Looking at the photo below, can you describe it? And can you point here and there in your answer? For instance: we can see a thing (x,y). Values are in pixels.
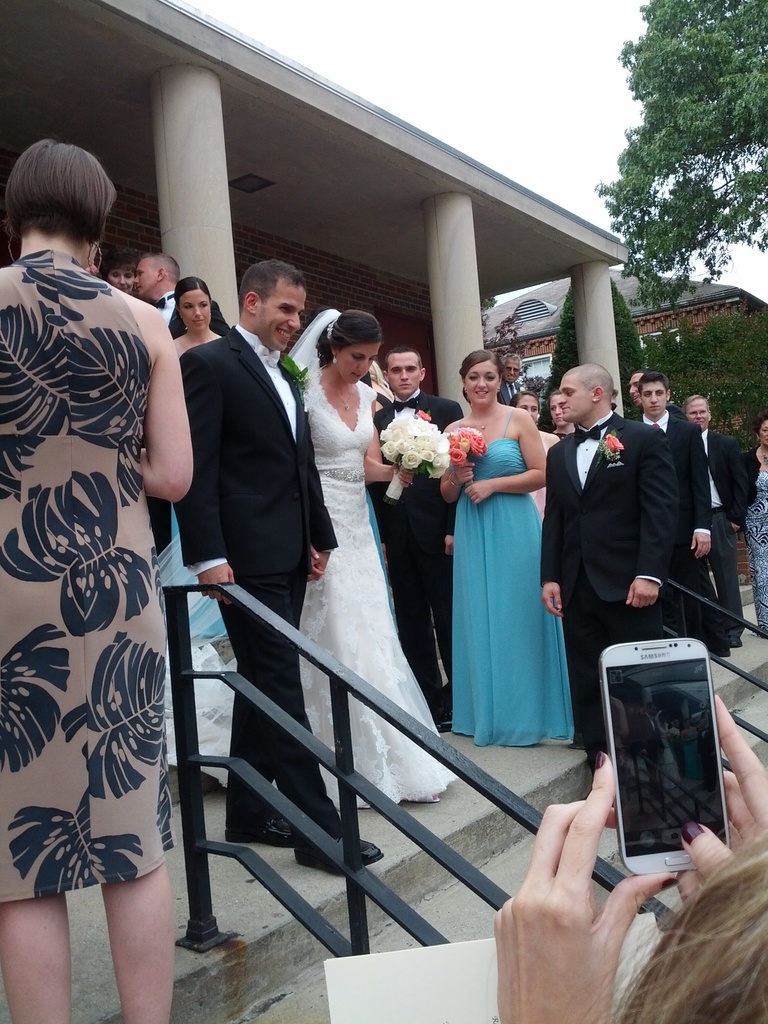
A newly married couple (297,490) are walking out. There are some people (2,545) around them. A woman (592,964) is taking their picture with a mobile (647,761) in her hand (589,952).
